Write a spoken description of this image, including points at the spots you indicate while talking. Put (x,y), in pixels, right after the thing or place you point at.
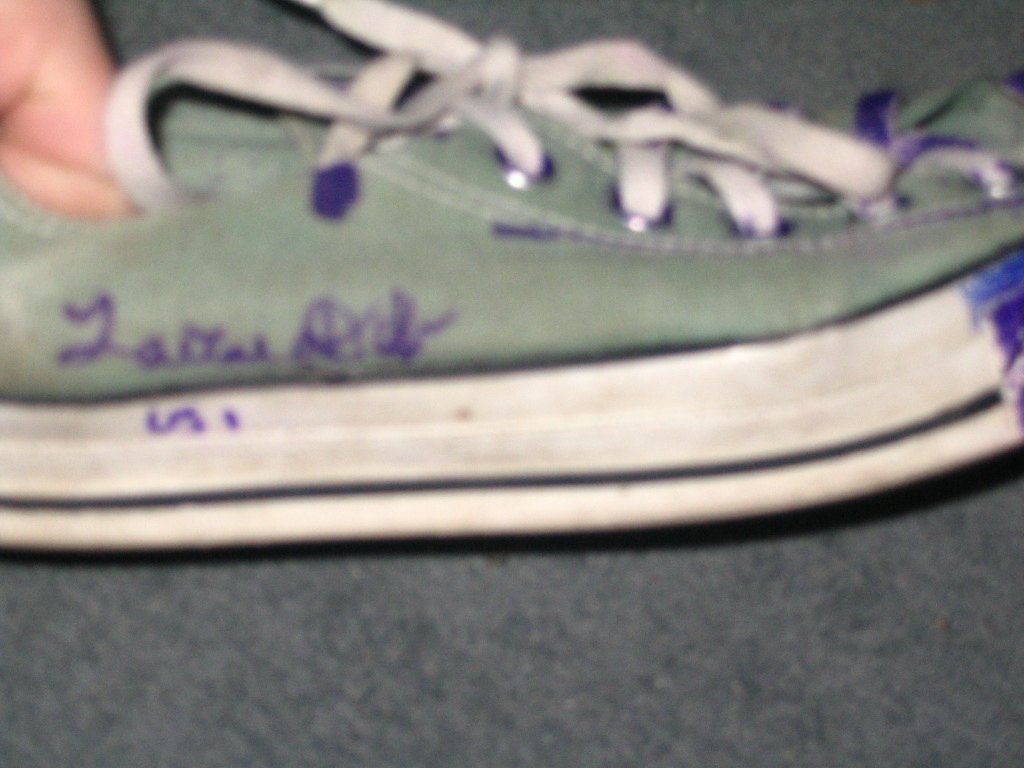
In this picture we can see a shoe (920,163) and a person's hand (70,133).
